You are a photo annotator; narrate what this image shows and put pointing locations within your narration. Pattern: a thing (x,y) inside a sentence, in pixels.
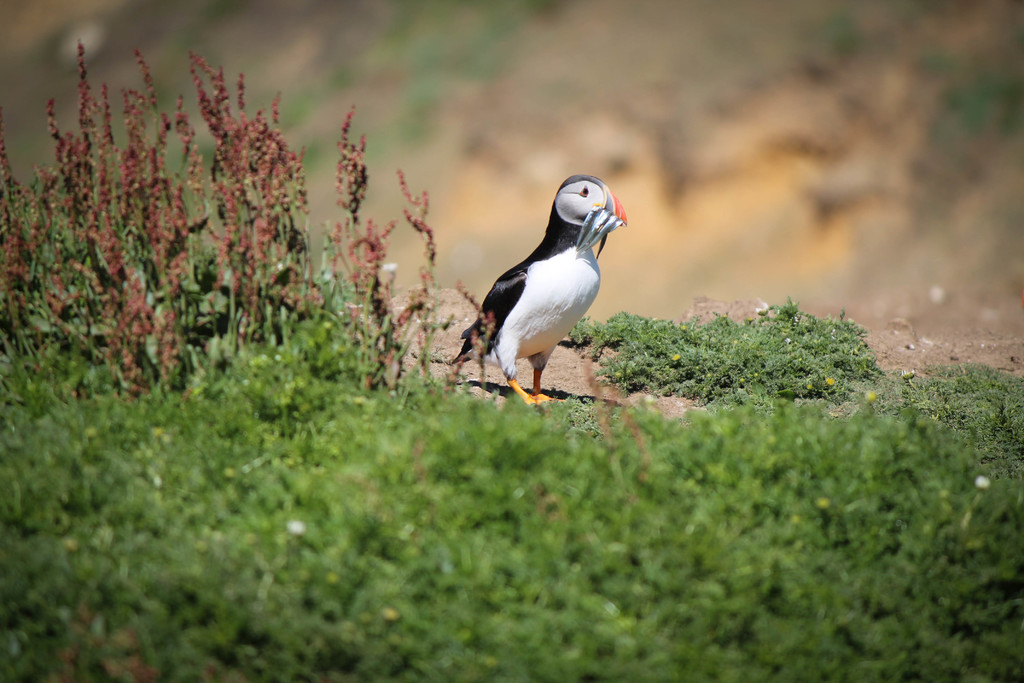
In this image in the front (432,508) there is grass (733,567) and there is a bird (535,347) standing and the background (478,125) is blurry.
